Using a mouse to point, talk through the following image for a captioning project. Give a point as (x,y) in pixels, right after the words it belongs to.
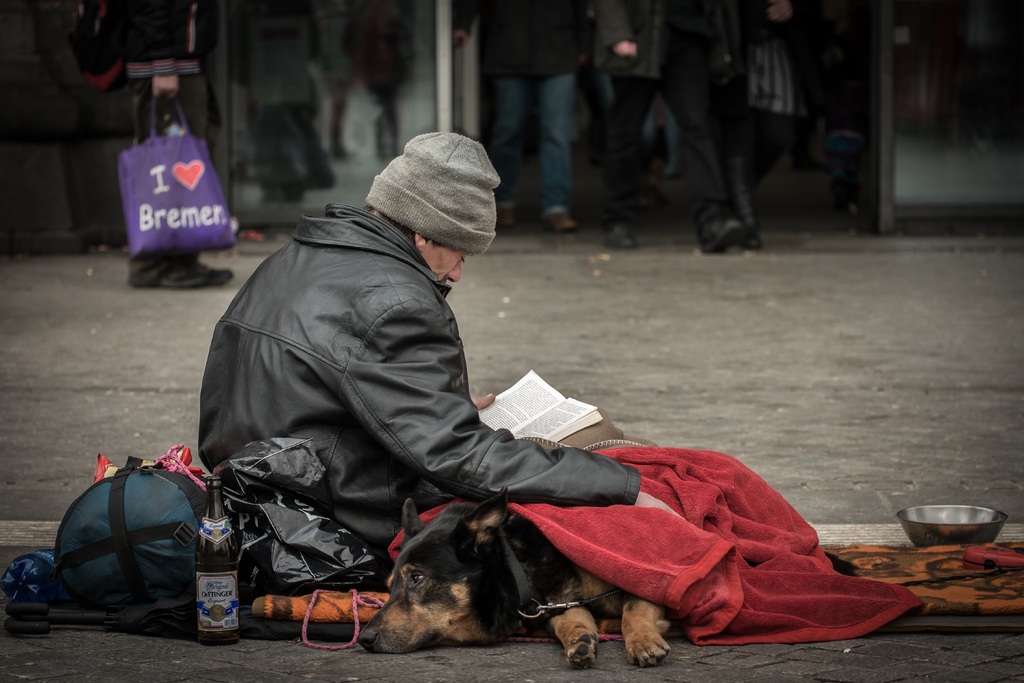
In this image I can see a man (400,412) is sitting along with the dog (453,529) on the ground (663,402). I can also see there is a bag (164,548), glass bottle (211,559) and other objects (187,614) on the ground (481,282). The man (396,326) is wearing a cap (450,221) and reading book (567,418) by holding in his hand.
